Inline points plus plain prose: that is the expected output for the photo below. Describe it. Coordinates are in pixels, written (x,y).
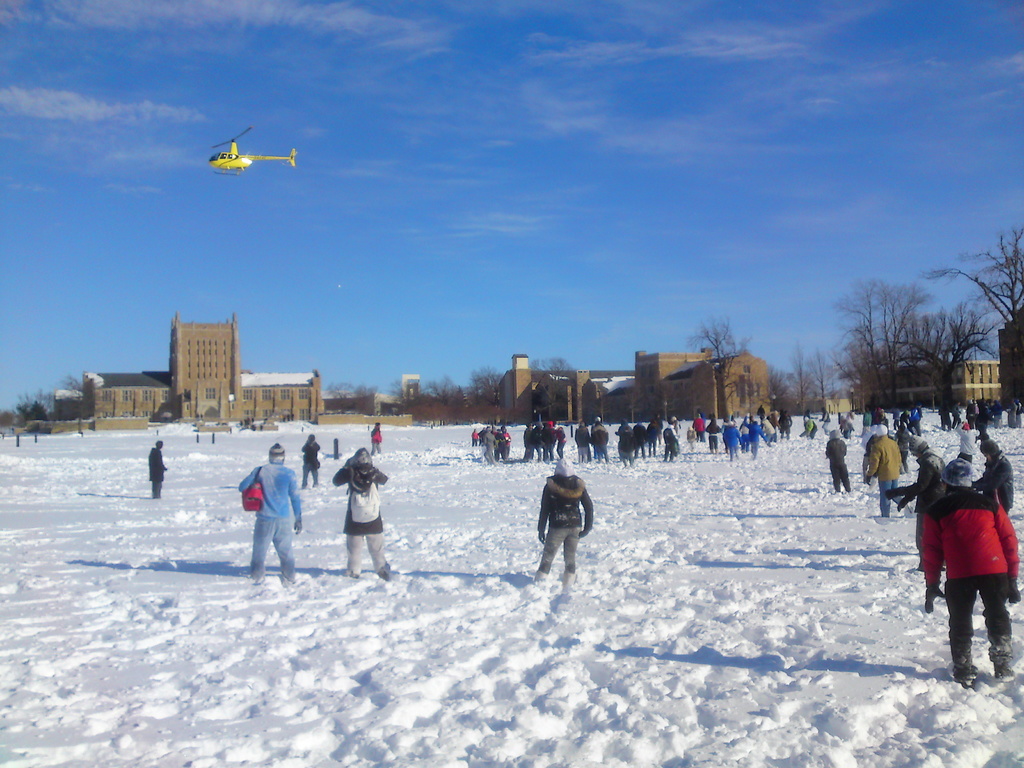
In this picture we can see a group of people (983,490) standing on snow (301,489), trees (870,396), buildings (200,358) with windows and in the background (181,222) we can see a helicopter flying in the sky (242,50) with clouds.
